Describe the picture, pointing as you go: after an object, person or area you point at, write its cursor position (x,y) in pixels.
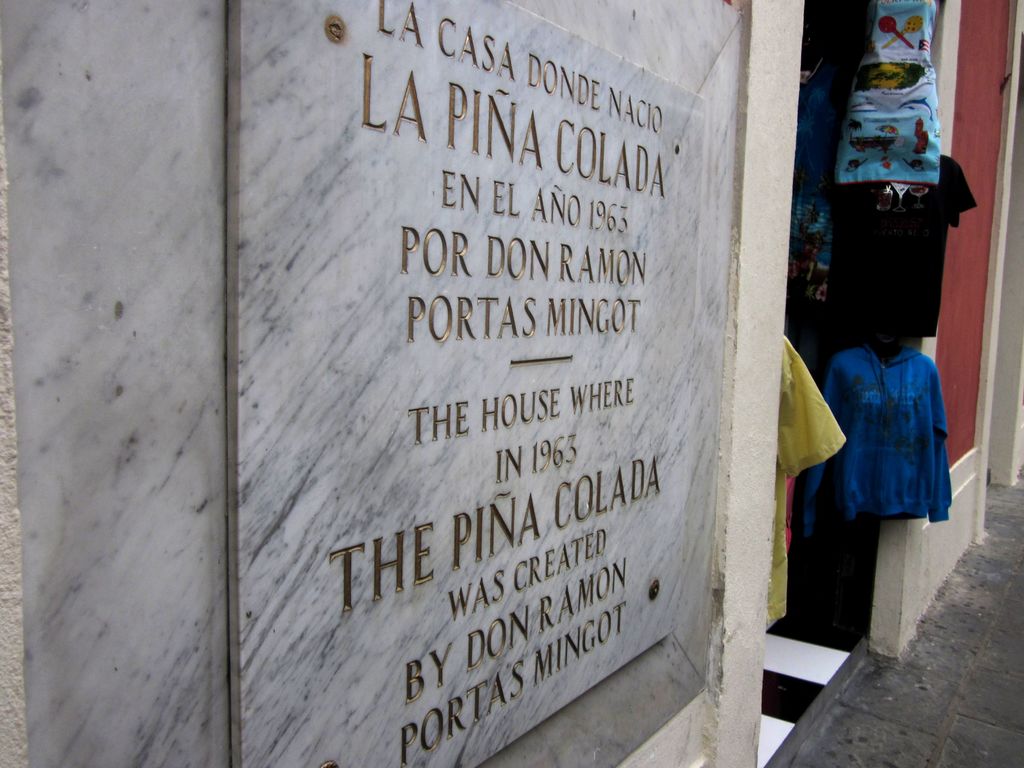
In the foreground of this image (407,725), there is some text (488,267) on a stone (475,238) to the wall (92,309). In the background (863,287), there are few clothes (913,219) hanging. On the bottom right (966,706), there is the pavement (867,719).
